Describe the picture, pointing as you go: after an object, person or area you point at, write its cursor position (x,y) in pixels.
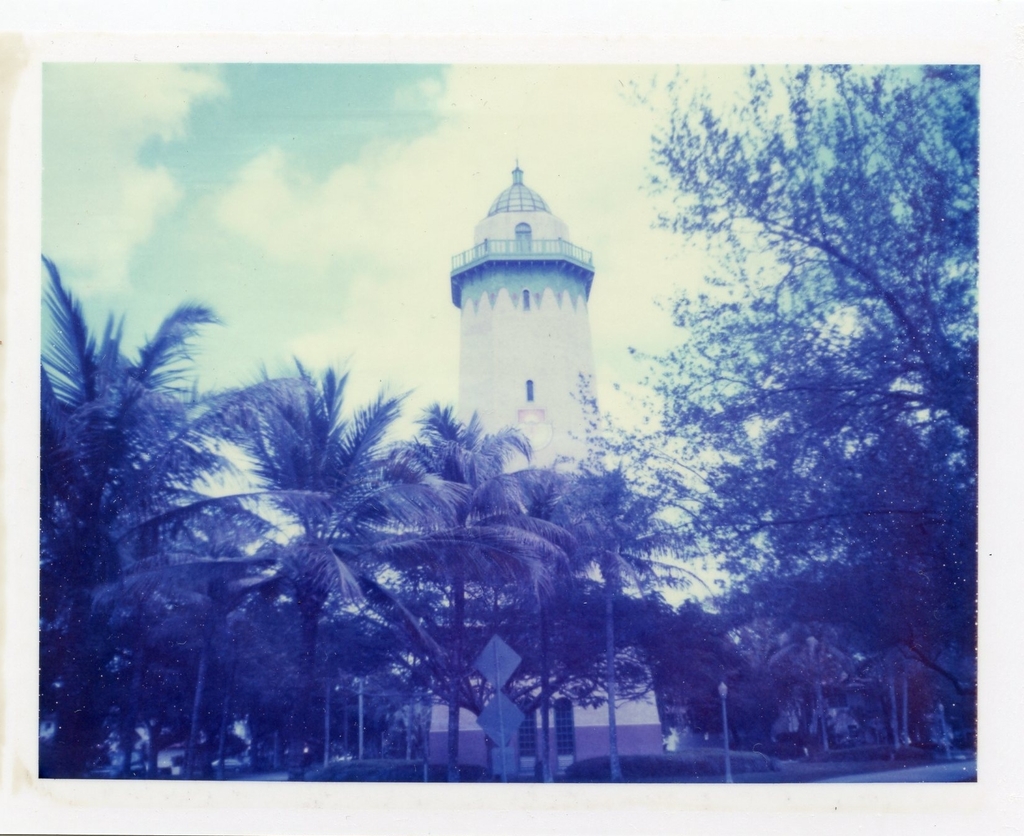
In this picture I can see a photo (858,200). There is a building (623,733), there are poles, boards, there are trees (94,546), and in the background (786,114) there is the sky (786,114).
